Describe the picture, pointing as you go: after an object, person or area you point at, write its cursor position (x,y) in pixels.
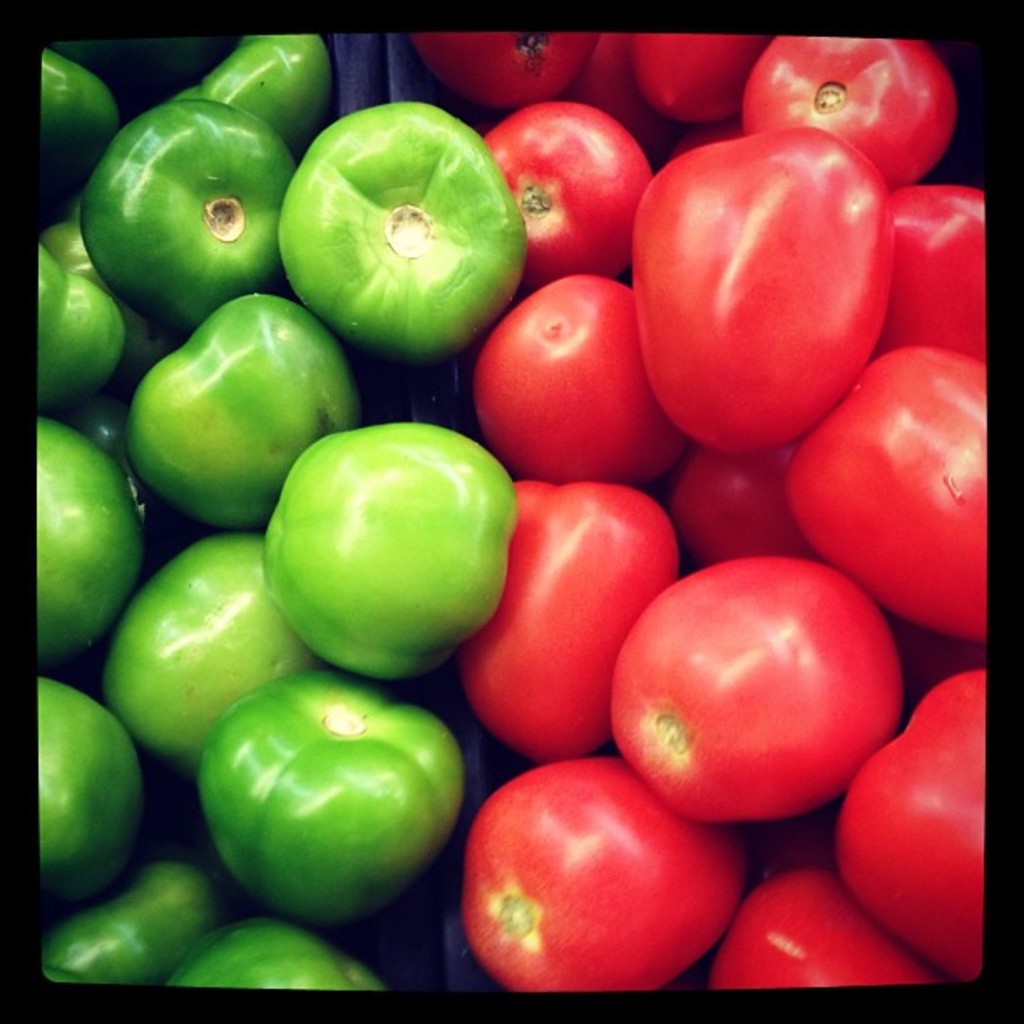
These are tomatoes (756,638).
